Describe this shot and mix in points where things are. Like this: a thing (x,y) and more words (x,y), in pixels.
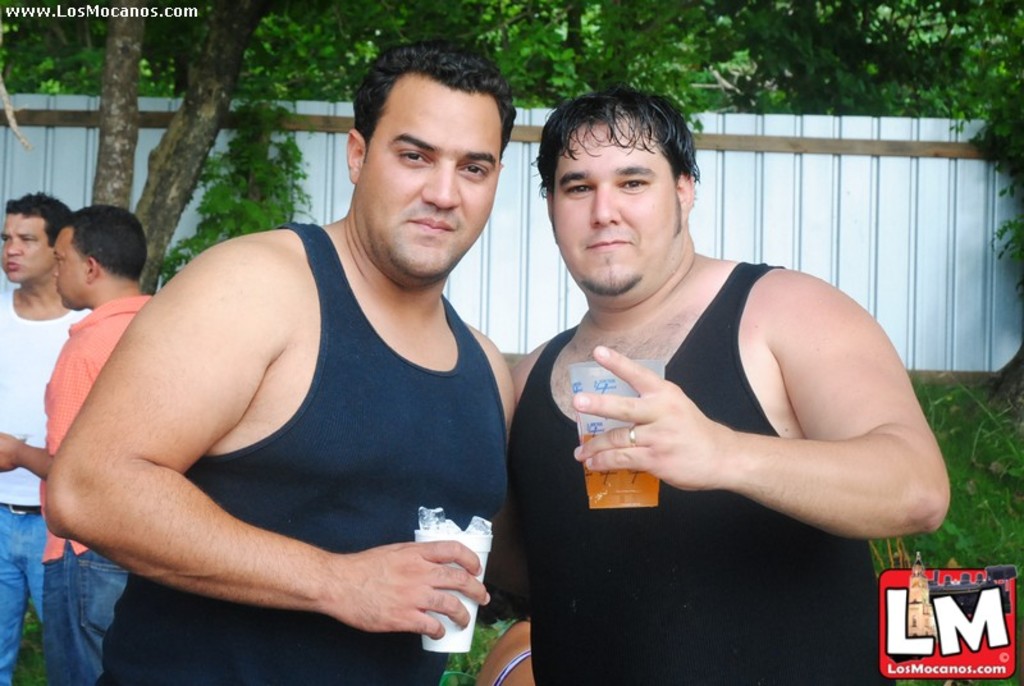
A man (739,480) is standing and holding a glass (631,488) in his hand (660,459), he wore black color banian (660,520). Beside him another man (372,480) is standing, on the left side (115,298) there are 2 men (56,393). Behind them there is an iron shed (721,195) and there are trees (745,62) in this image.
